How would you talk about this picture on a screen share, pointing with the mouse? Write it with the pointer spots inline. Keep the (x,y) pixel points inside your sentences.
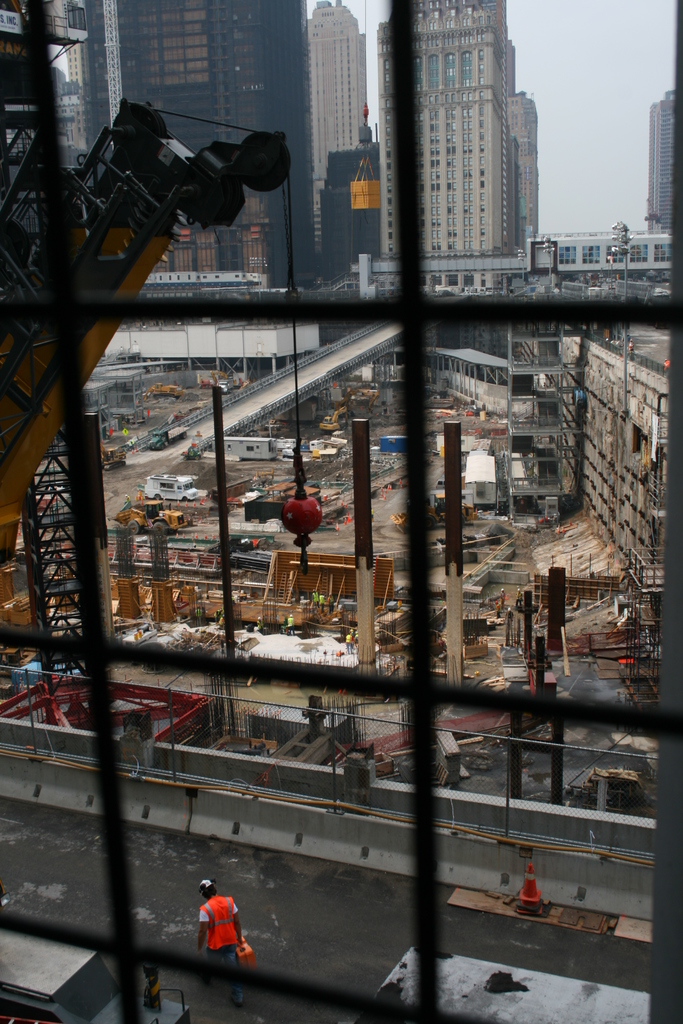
This is the picture of a city (331,511). In this image there are buildings (384,238). On the left side of the image (5,505) there is a crane (59,448). At the bottom (224,911) there are vehicles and there is a person (228,920) walking on the road (281,1015). At the top (599,21) there is sky (622,16). At the bottom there is mud (148,451).
